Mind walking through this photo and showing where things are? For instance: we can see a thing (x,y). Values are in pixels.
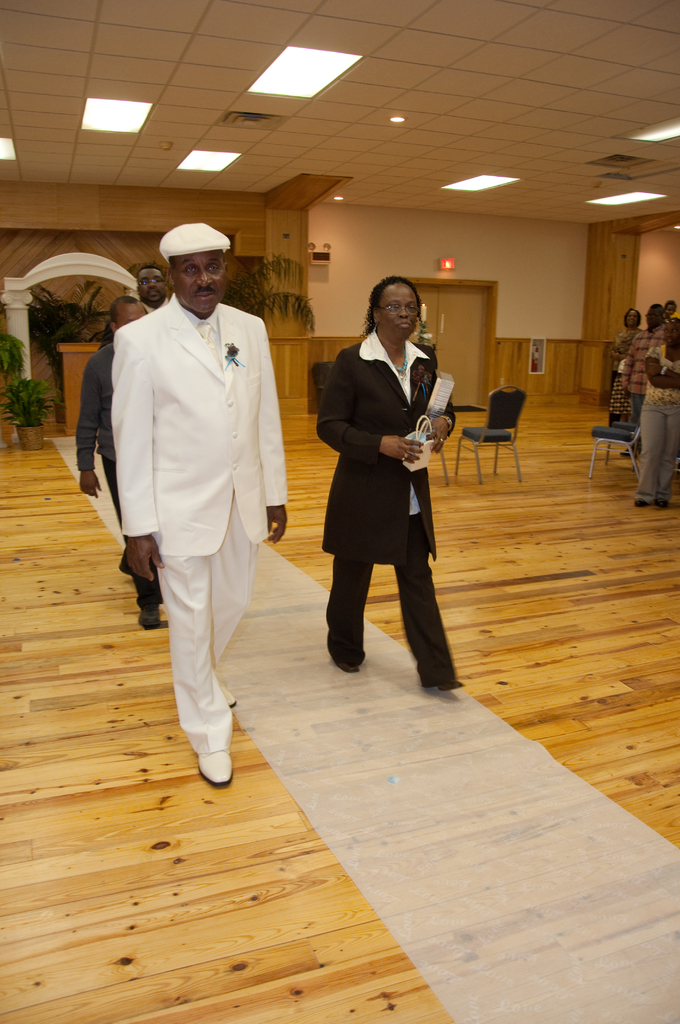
In this image we can see persons (419,558) on the wooden floor (460,545). In the background (441,339) we can see electric lights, doors (438,295), sign boards (451,268), house plants (101,317) and chairs (444,458).
